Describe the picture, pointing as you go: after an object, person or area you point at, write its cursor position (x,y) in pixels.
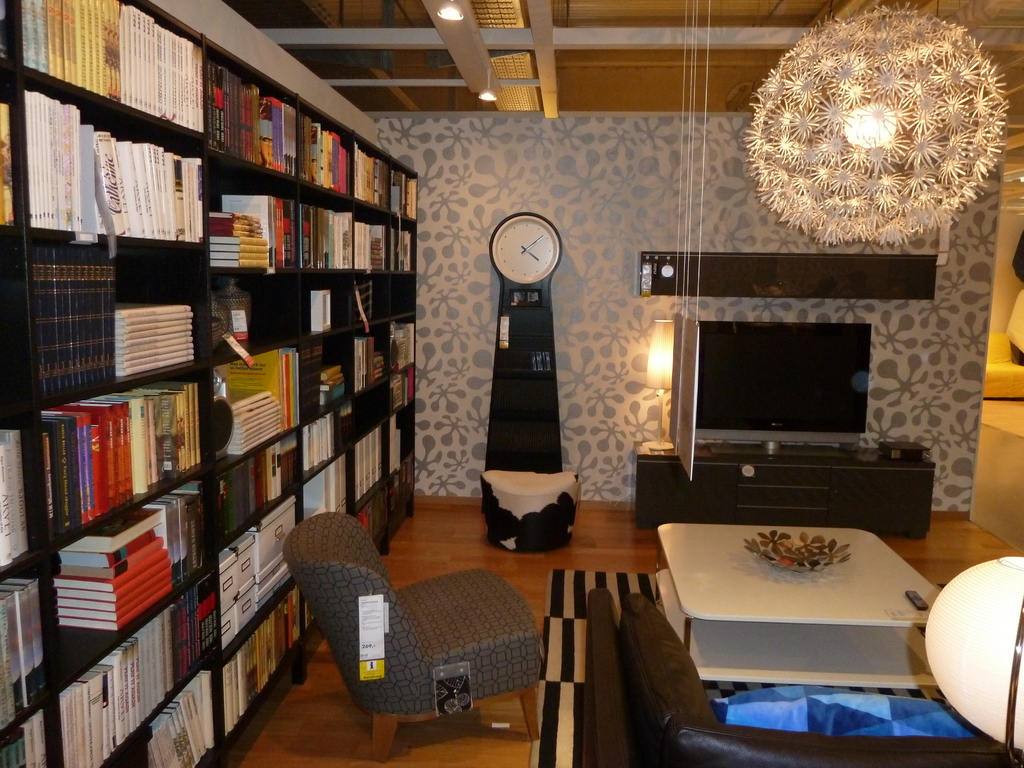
This is chair (403,710) and there is a table (774,646). Here we can see a rack (37,81) and there are some books (57,72). There is a clock (505,265) on the wall (595,209). This is television (789,406) and there is a lamp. This is cupboard (850,487). Here we can see lights (962,151) and this is roof (714,68). And this is floor (433,562) and there is a carpet (571,661).
